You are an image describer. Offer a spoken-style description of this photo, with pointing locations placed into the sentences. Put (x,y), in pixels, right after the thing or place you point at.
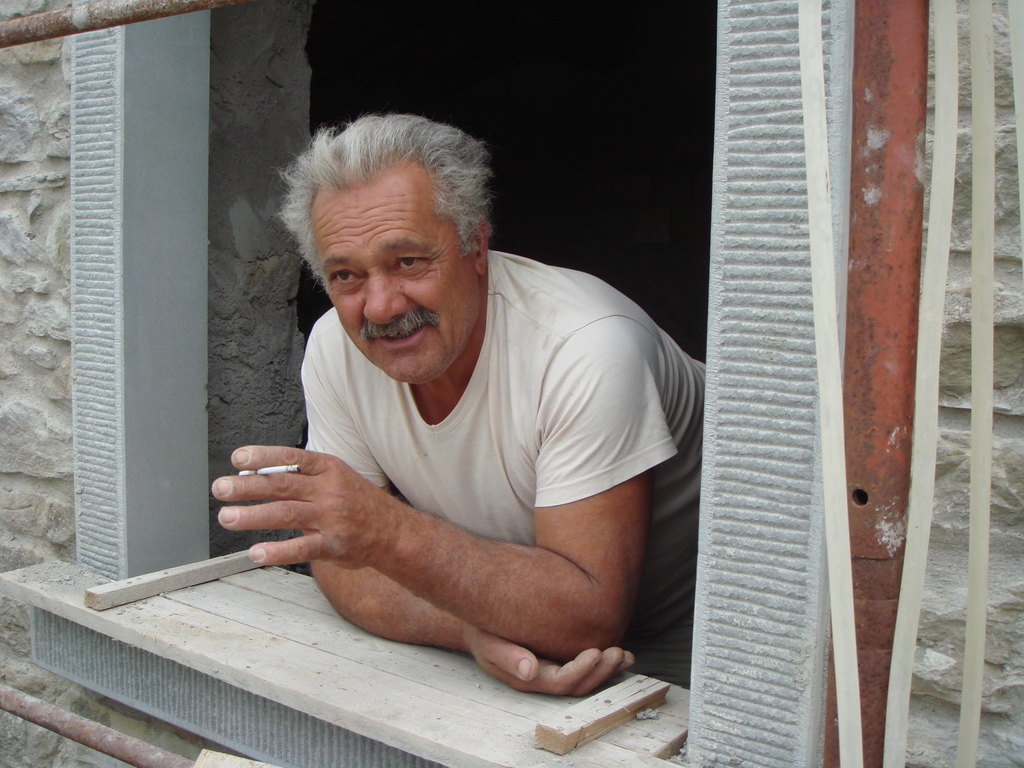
In this picture we can see a man (573,435) wearing a t-shirt (516,440), he is holding an object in between his two fingers (292,461) and it seems like a cigarette (272,472). He kept his hands (345,499) on a wooden plank (234,649). on the right (735,362) and left side of the picture (57,226) we can see the wall (43,354). At the top (143,19) and bottom portion of the picture (87,738) we can see iron rods (97,728).
